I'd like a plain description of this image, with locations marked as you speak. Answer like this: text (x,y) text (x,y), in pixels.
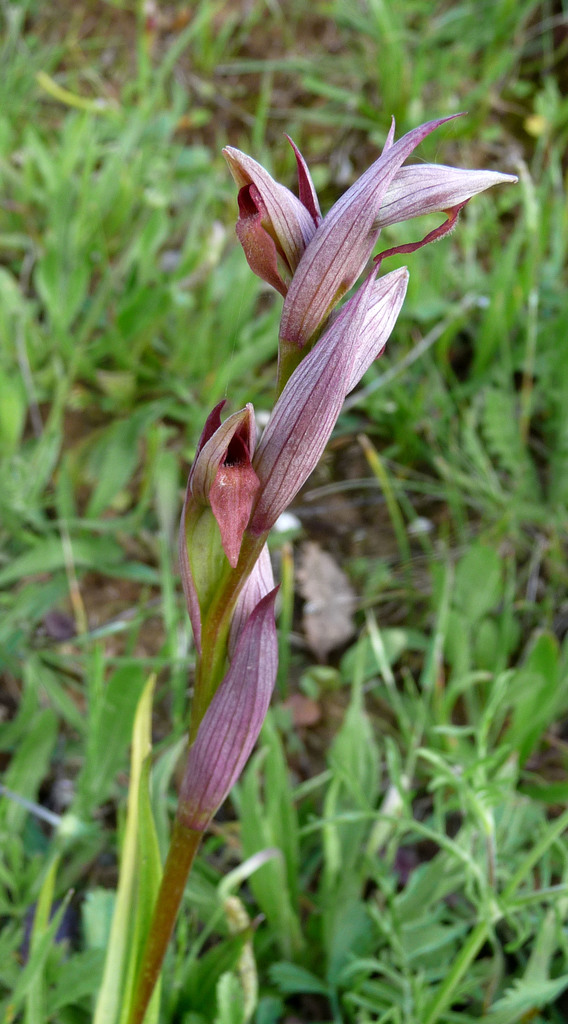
In this picture we can see flowers (283,323) in the front (255,566), in the background (367,273) there are some plants (319,691).
